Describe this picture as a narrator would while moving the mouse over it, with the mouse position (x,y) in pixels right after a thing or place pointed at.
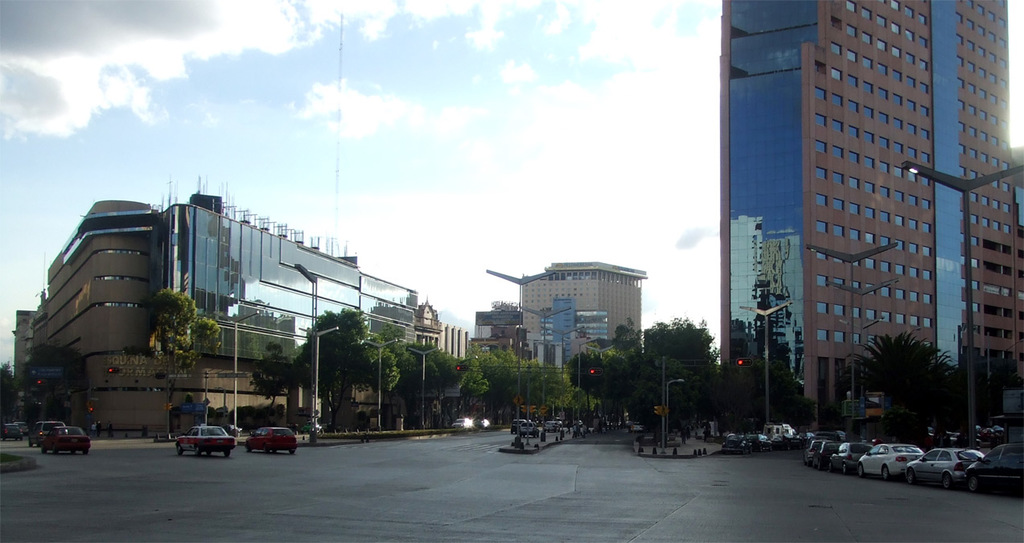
In this image we can see cars (839,432), trees (806,403), street lights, road (608,512) and buildings (1005,329). The sky (329,111) is in blue color with clouds (194,31).
